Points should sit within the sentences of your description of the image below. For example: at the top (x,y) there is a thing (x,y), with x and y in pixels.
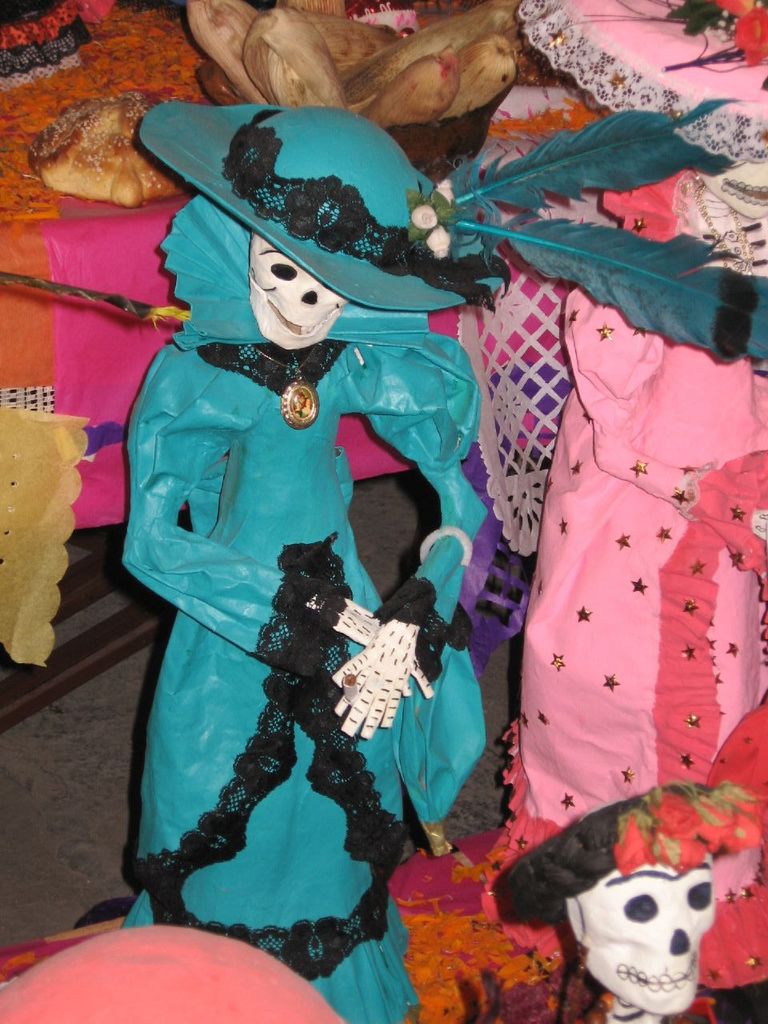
In this image, we can see dolls (303,395) and in the background (293,46), there are some food items (357,35) and we can see flowers (724,32) and some clothes (16,344). At the bottom (72,767), there is a floor (72,767).
